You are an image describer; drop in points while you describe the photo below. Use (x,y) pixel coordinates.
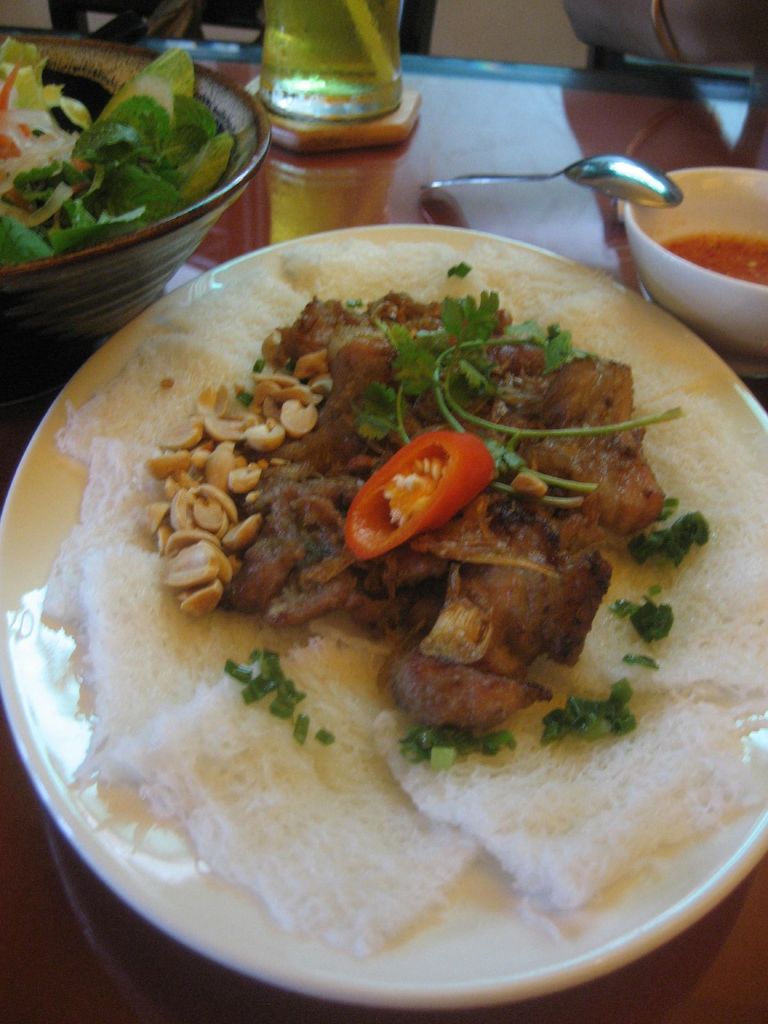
In the foreground of the picture (235,677), there is some food (347,744) on a platter (721,839). Behind it, there is a cup (671,230) on which there is a spoon (619,159). On the left (64,166), there is a bowl (134,70) with vegetables (107,197) and we can also see a glass (357,38) on the table (598,114). At the top (614,25), it seems like chairs (156,8).
